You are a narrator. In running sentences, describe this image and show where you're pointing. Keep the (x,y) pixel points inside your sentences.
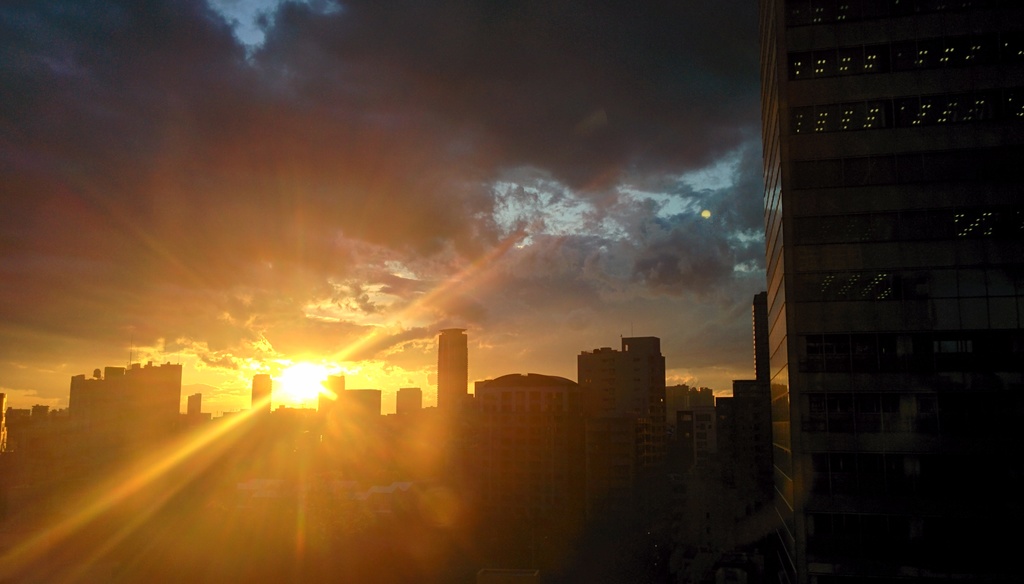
In the foreground of the picture (955,174) there are buildings (702,429). In the center of the picture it is sun (305,387) shining. At the top (365,124) there are clouds (453,111).
